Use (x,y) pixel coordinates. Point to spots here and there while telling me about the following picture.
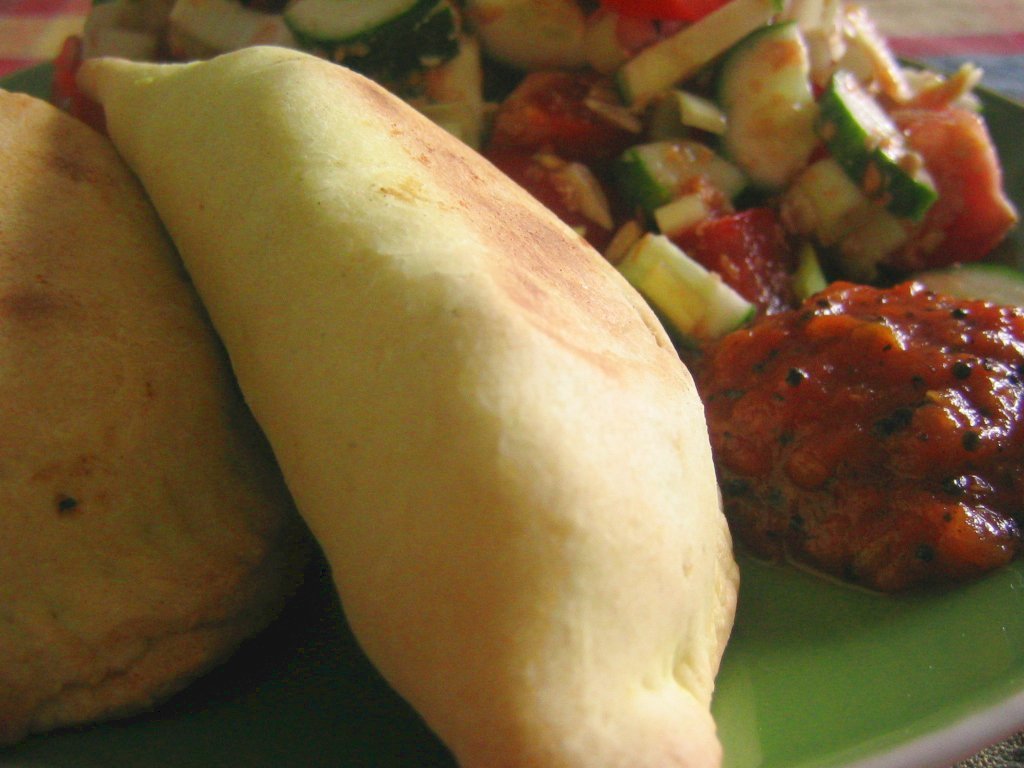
In this picture we can see food (755,298) in the plate (993,122).
